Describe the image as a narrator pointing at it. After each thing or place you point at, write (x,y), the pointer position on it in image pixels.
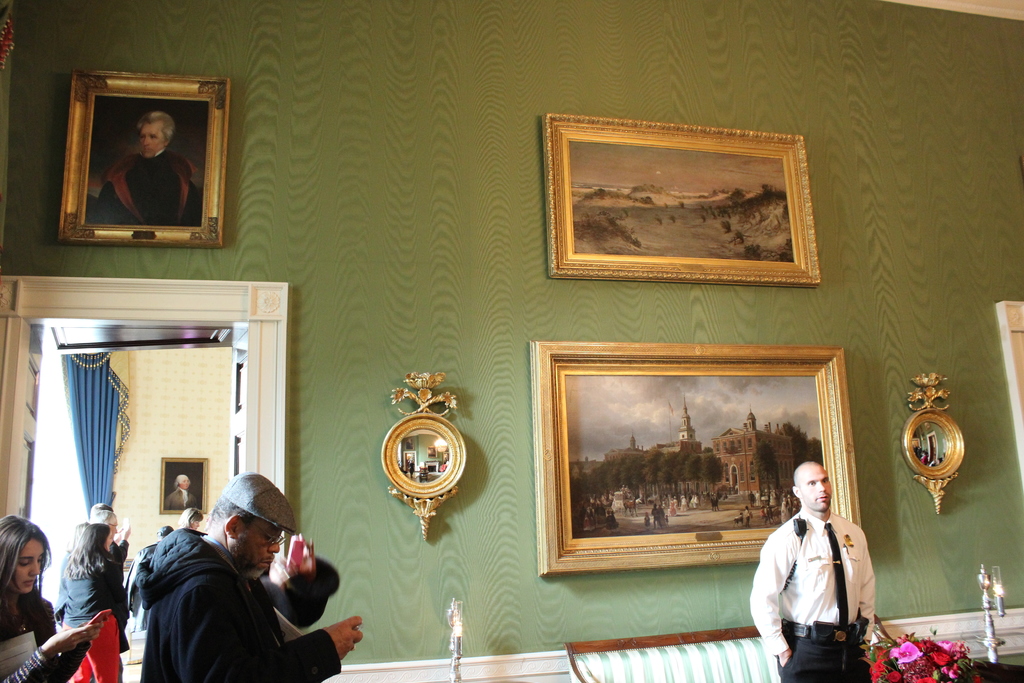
In this image I can see few people (233,519) are standing. I can see one of them is wearing an uniform (797,544). I can also see few flowers (945,649), few lights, door (28,456), blue color curtain (92,452) and I can see few frames (125,138) in these walls (162,436). I can also see few things (455,403) on this wall (937,328).
